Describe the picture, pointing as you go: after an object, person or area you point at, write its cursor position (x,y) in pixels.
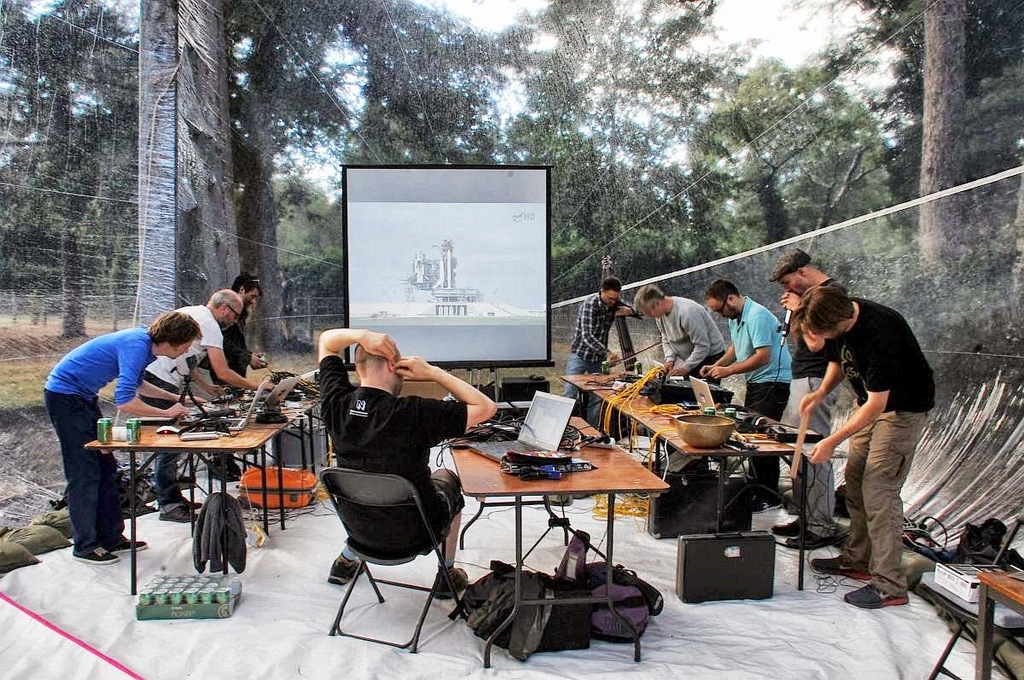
In this picture there are several people (230,343) doing work on the table (243,413) and a guy (331,414) who is sitting in the center of the image (365,427) is looking at the screen (466,249).
